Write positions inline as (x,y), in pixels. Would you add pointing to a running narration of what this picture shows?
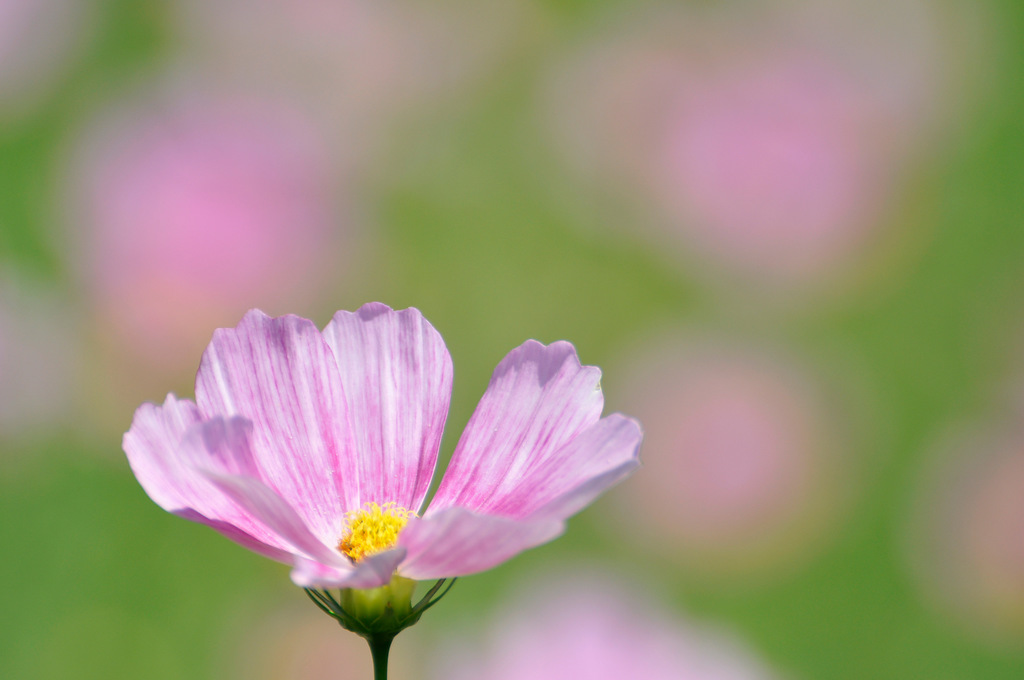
In this image I can see a flower (422,520). I can also see the background (565,113) is blurred.
